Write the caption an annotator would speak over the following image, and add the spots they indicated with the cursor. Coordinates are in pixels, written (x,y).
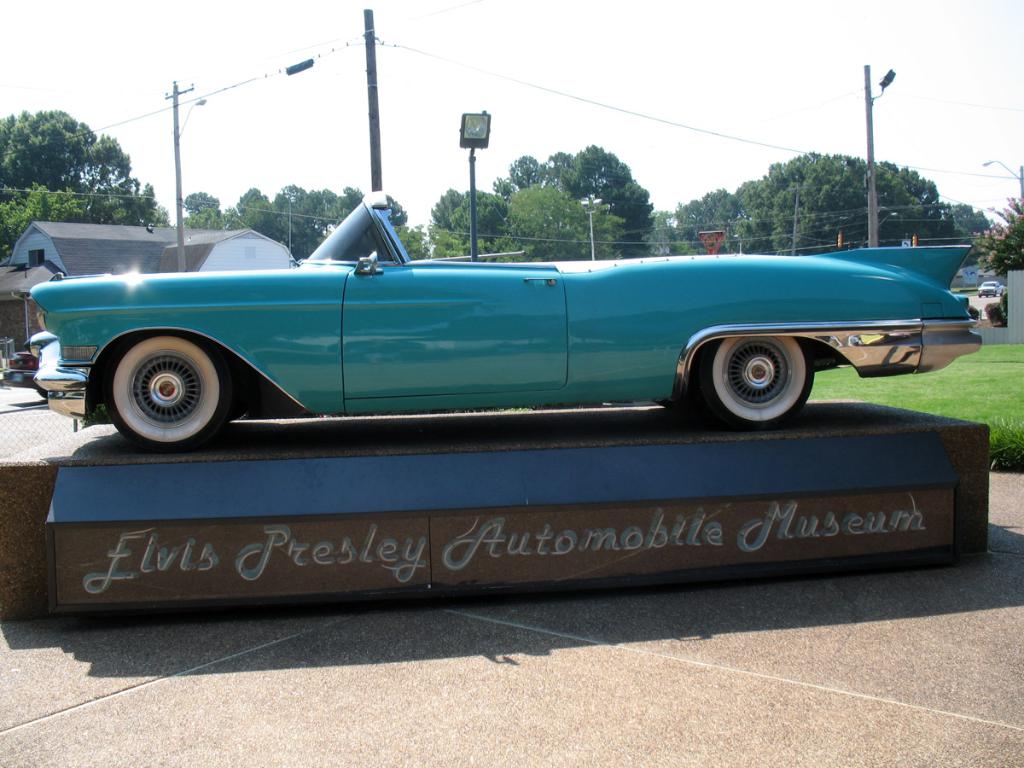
In this image we can see a vehicle (459,341) parked on a stage (307,481) placed on the ground (377,615). In the background (243,261), we can see a group of poles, buildings (213,253), trees (496,216) and the sky (717,188).
